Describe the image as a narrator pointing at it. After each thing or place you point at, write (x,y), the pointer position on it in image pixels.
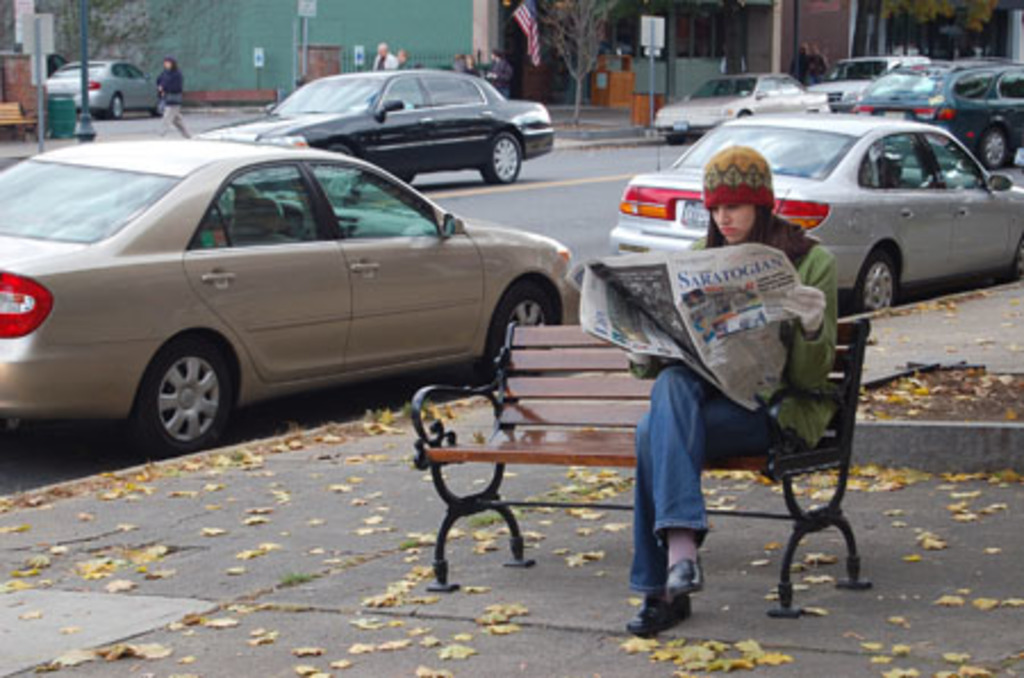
On the right side of this image (763,218) I can see a woman (816,294) reading the newspaper (661,349) by sitting on a bench (590,445) which is placed on the footpath (338,602). On the left side (109,321), I can see few cars (498,176) on the road (535,205). In the background (357,24) there are some buildings (442,12) and few people (173,82) are walking on the road (162,124). Beside the road (643,164), I can see few poles (86,81).
